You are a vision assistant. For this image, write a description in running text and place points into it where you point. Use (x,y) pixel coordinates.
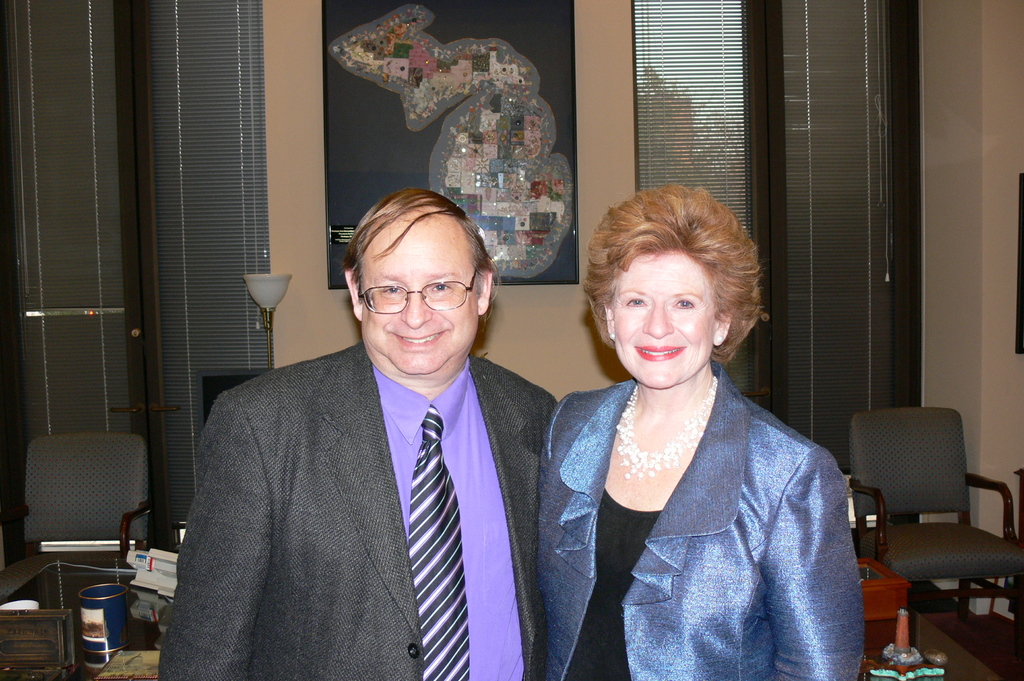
In this Image I see a man (287,672) and a woman (858,650) and both of them are smiling. In the background (871,589) I see few chairs (76,539), a table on which there are many things (891,589) and the frame (326,7) on the wall (311,38).
